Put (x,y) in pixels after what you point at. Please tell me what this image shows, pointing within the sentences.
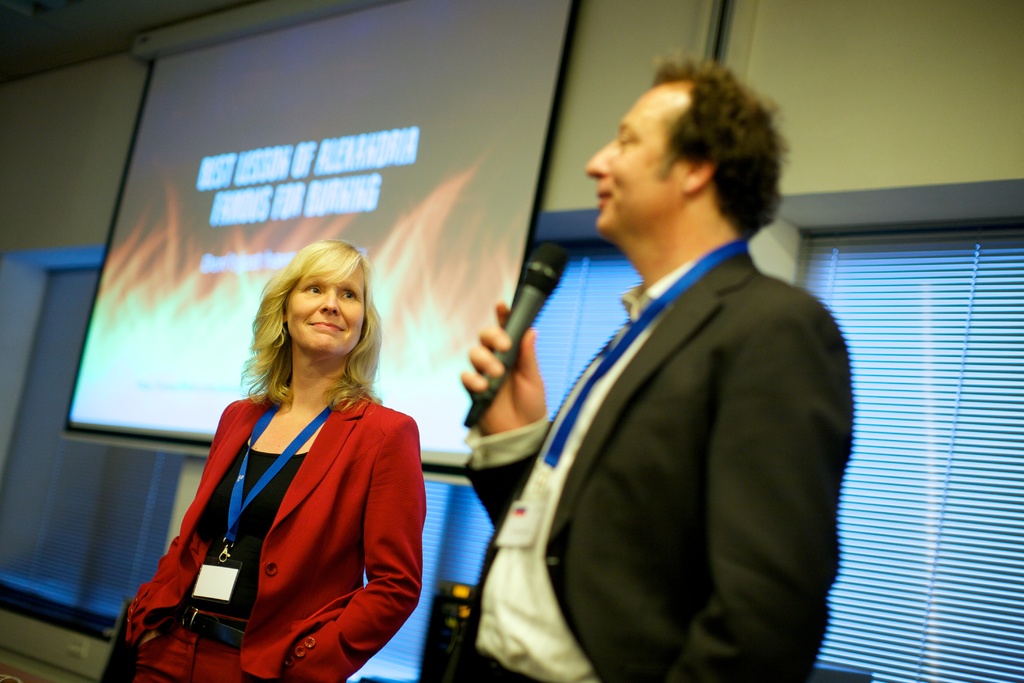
In this image, we can see two persons (419,528) wearing clothes (419,528). The person (671,459) who is in the middle of the image (672,379) holding a mic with his hand (502,429). There is a screen (511,115) at the top of the image (518,74). There is a window (939,320) on the right side of the image (971,392).
